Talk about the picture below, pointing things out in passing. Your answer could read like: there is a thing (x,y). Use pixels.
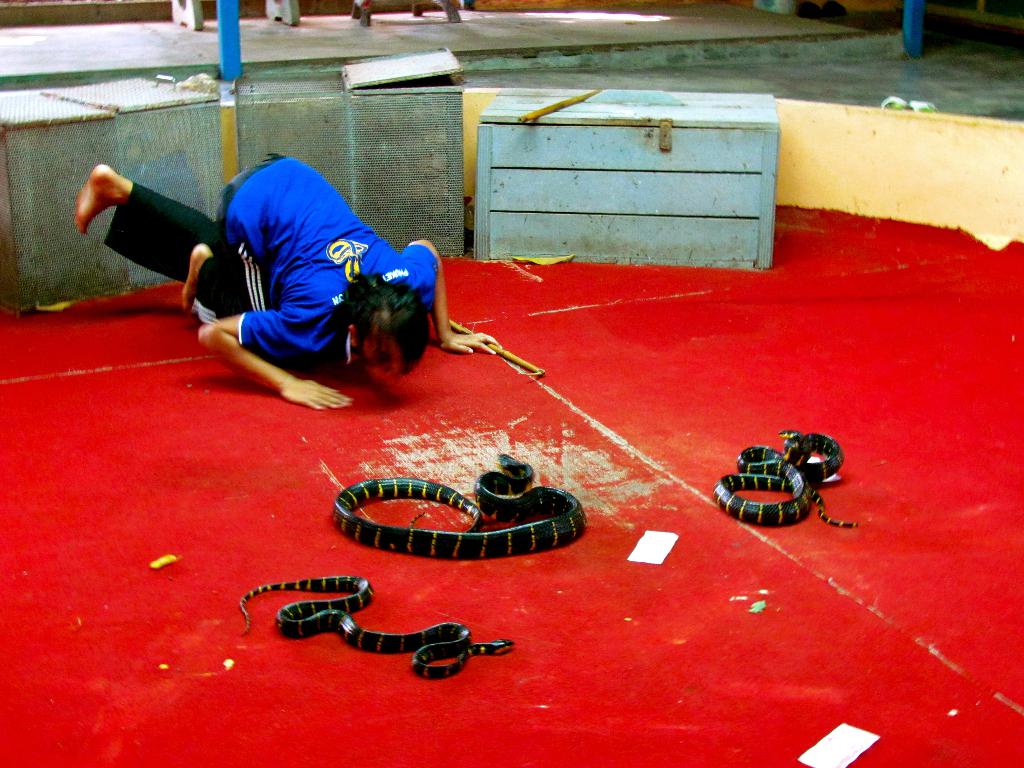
In the image we can see there are snakes (502,551) on the floor (61,425) and there is a person (232,277) bowing in front of the snakes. Behind there is a box (640,159) and there is a stick (558,108) kept on the box (562,169). There are other boxes (379,105) kept on the floor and there is a red carpet (290,568) on the floor (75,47).
